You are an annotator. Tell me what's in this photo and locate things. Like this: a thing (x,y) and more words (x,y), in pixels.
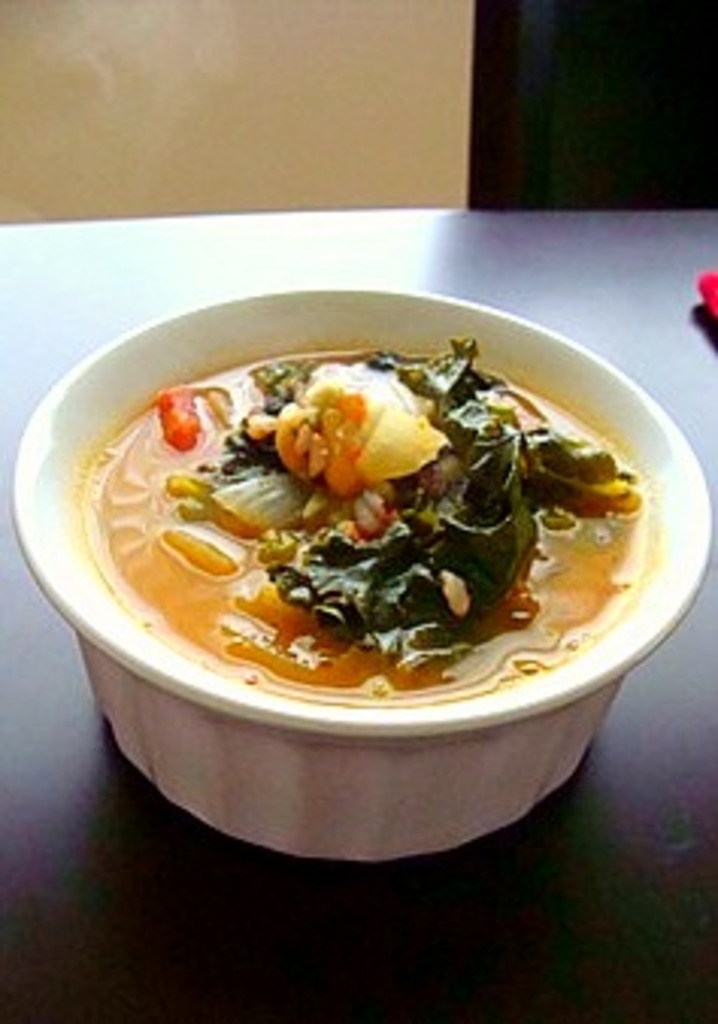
In this image we can see a table (535,968). There is a bowl (490,769) of food (419,696) on the table (710,378). There are two objects (708,285) at the right side of the image (698,314).
